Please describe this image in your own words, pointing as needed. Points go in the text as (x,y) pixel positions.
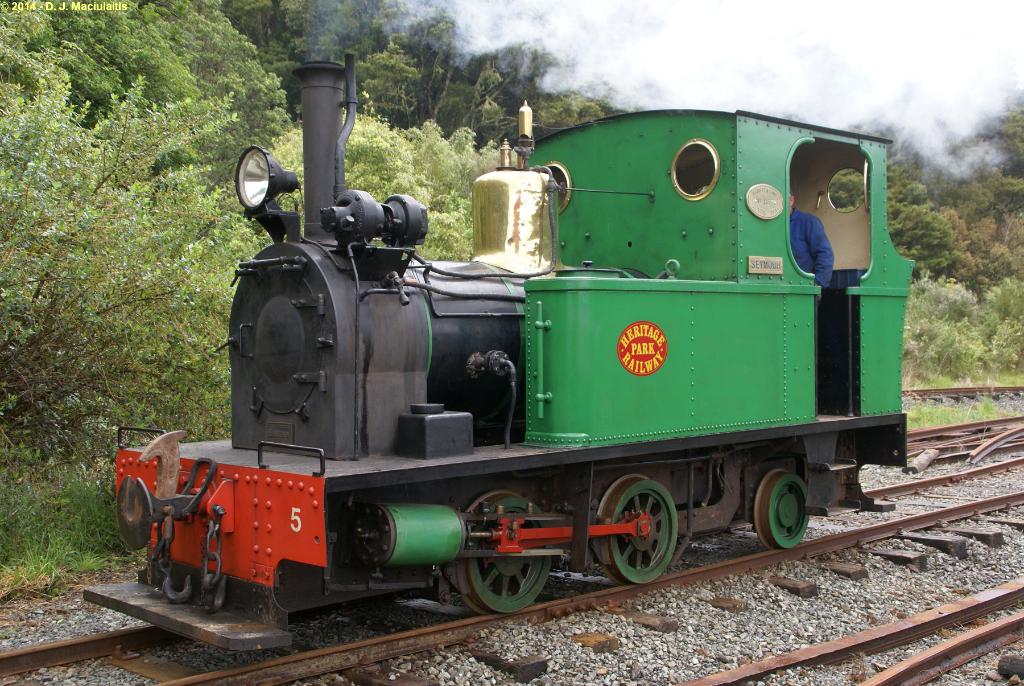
In this image we can see a man (796,218) in the railway engine (562,380), railway track (939,483), stones (622,630), trees (130,265) and smoke (659,39).
